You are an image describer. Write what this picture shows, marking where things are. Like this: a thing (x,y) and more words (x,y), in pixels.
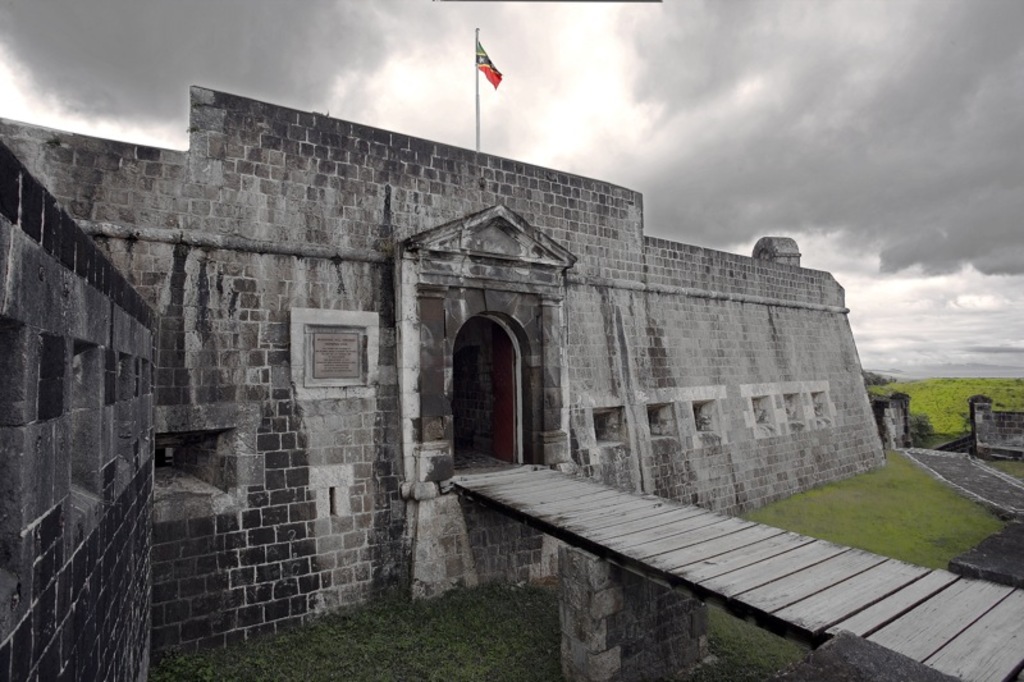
In the picture I can see a fence wall (468,196) which has a flag (489,78) above it and there is a bridge (740,562) in the right corner (825,610) and there is a greenery ground (762,635) below it and the sky (774,199) is cloudy.
